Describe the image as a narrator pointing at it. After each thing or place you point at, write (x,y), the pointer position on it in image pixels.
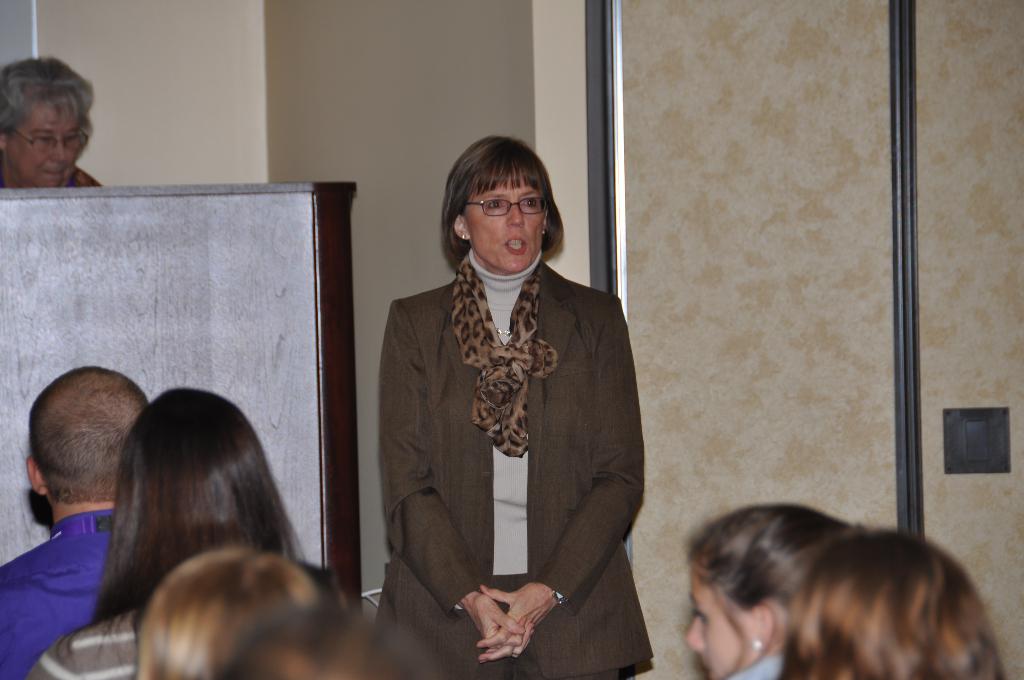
In this image I can see a woman (459,410) wearing scarf (498,366), jacket (580,442) is standing and I can see few other persons (248,523) sitting. In the background (194,185) I can see the ash colored surface (148,288), a person (16,141) behind it, the cream colored wall (258,86) and the door (830,204).
